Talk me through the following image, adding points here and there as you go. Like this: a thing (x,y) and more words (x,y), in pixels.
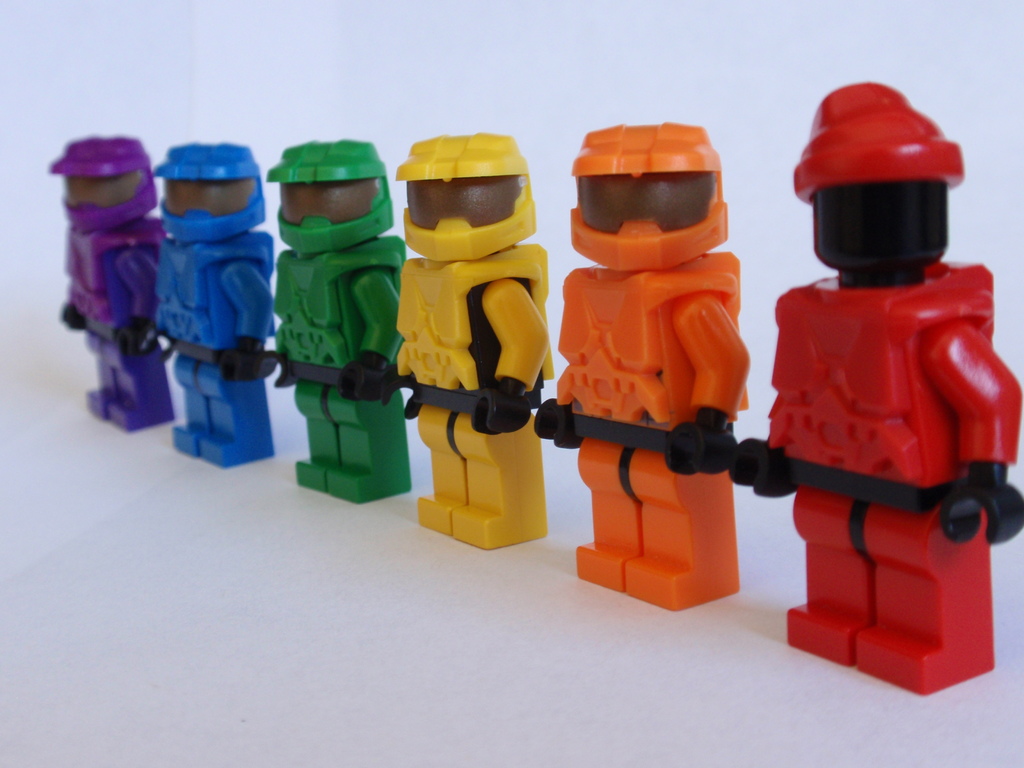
In this image i can see few toys (441,323) of different colors which are kept on the surface (312,592) which is in white color.
